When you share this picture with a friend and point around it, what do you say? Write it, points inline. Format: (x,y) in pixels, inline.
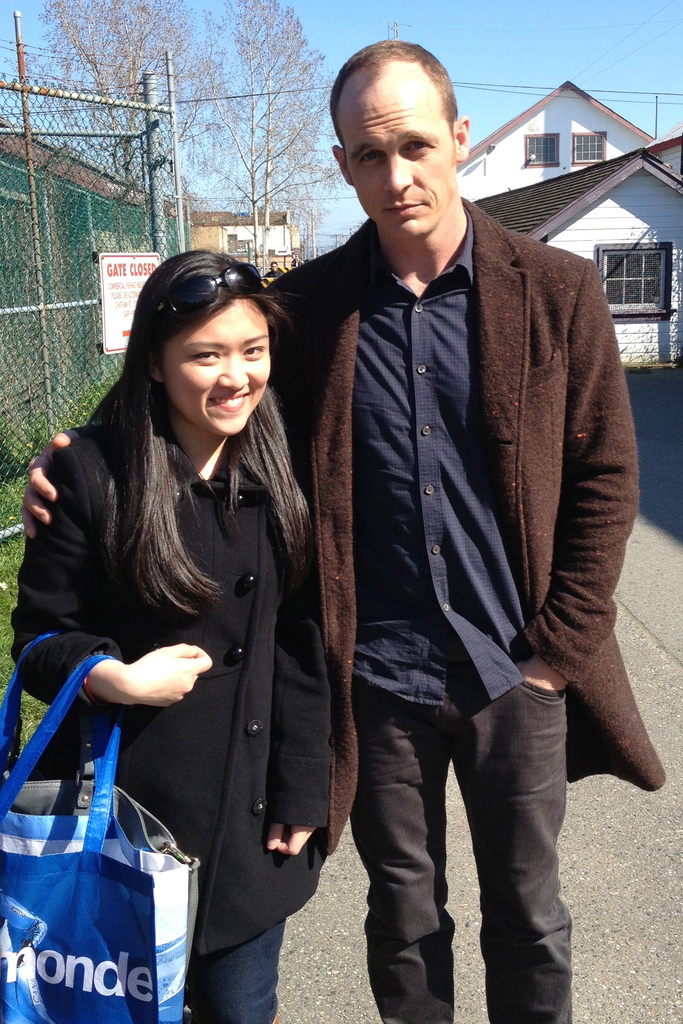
In the foreground of the picture (391,392) I can see two persons (468,688) standing on the road (320,956). There is a woman (274,621) on the left side (211,791) is holding a carry bag (60,953) in her hand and there is a pretty smile on her face (194,419). I can see a man (450,415) on the right side (523,384) is wearing a shirt (459,379) and a suit (525,423). I can see the metal grill fence (102,169) on the top left side (107,171). I can see the house (563,151) on the right side (526,177). There are trees (267,67) and electric wires (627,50) at the top of the picture (280,124).
